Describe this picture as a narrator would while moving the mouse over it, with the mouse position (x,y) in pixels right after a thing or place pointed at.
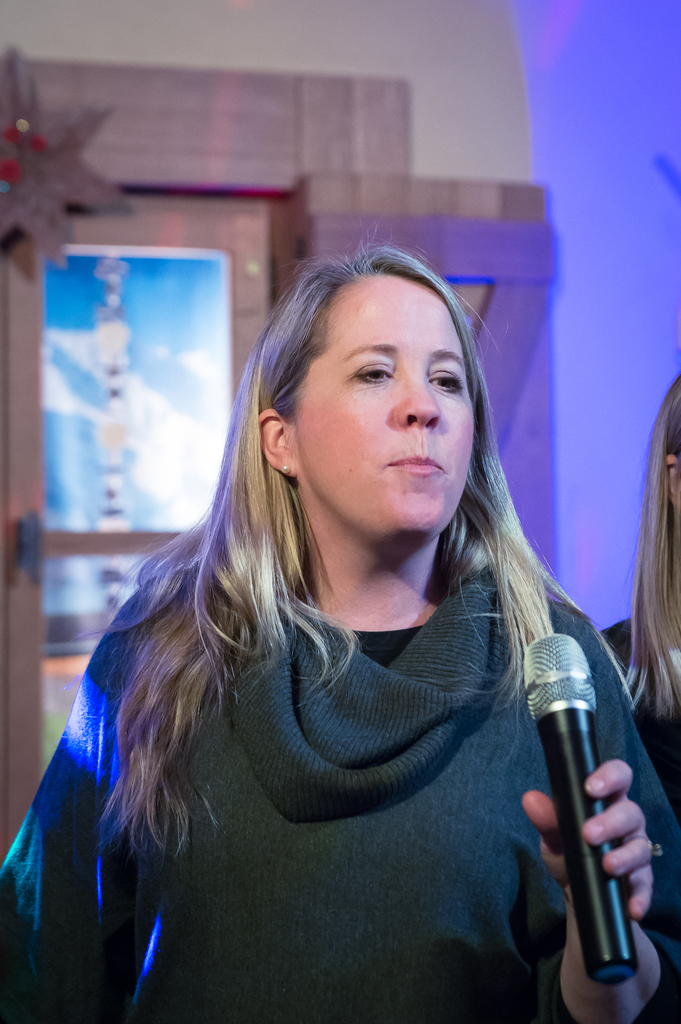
there is a woman (278,466) standing and holding a microphone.
